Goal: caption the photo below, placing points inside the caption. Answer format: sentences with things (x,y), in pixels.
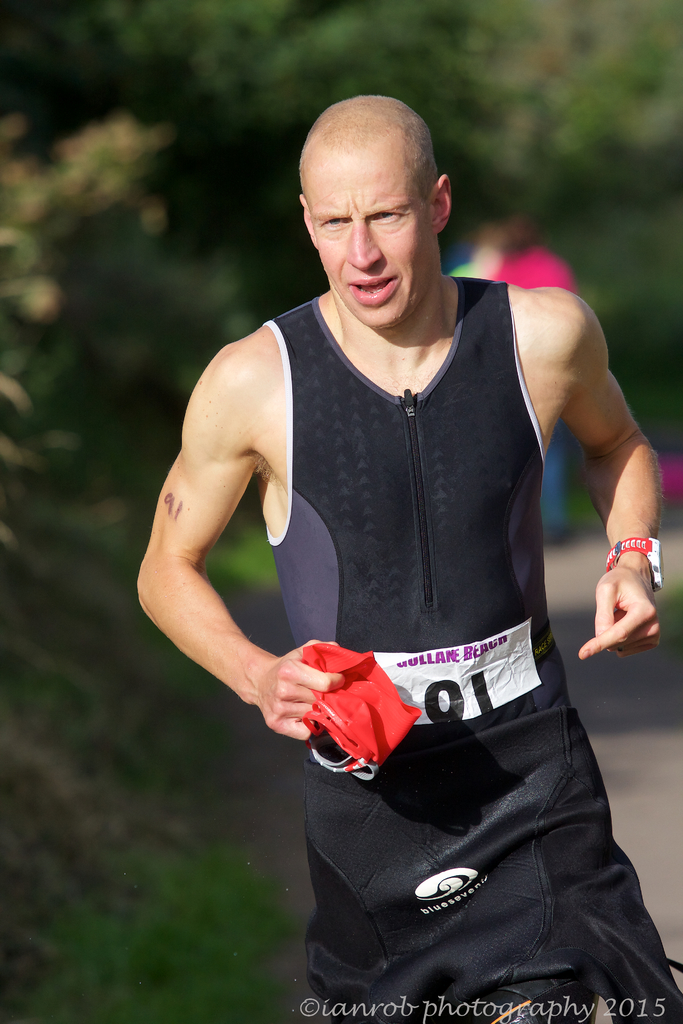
In this image there is a man (506,612) who is holding the cloth (330,703). In the background (32,307) there are trees (135,216). The man (395,555) looks like a runner (571,858). There is a badge (484,675) to his shirt (490,628).
